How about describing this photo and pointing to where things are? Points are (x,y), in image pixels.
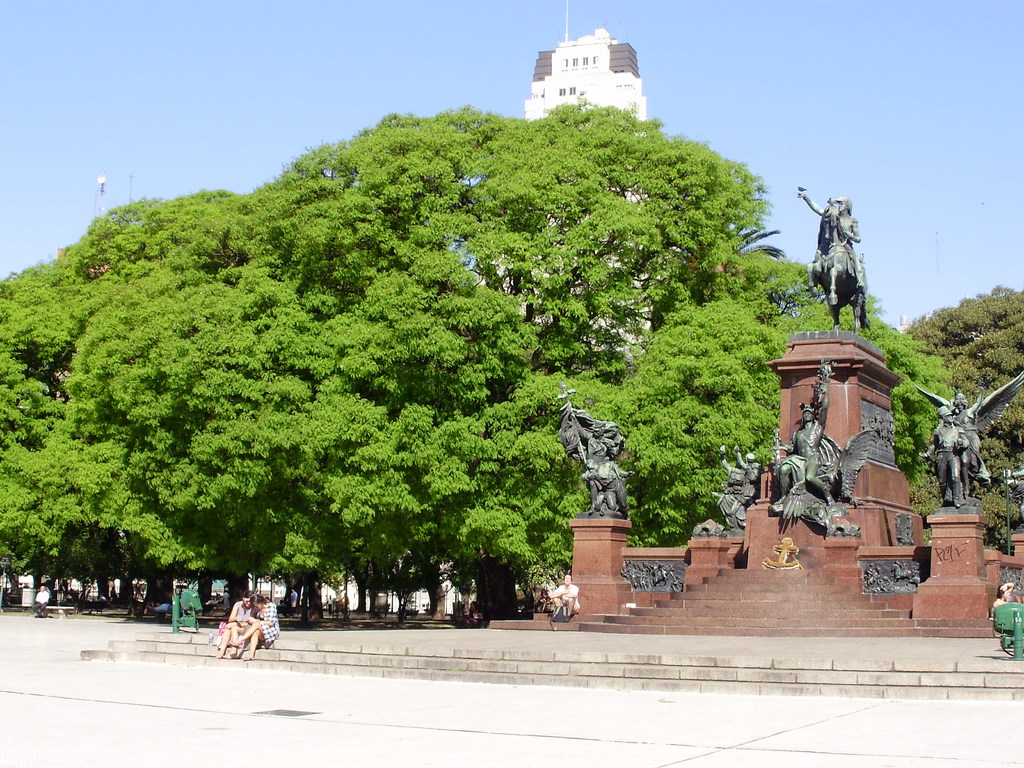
In this image there are a few persons (274,608) sitting on the stairs (290,638), in the background of the image (223,419) there are trees (273,379) buildings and statues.
